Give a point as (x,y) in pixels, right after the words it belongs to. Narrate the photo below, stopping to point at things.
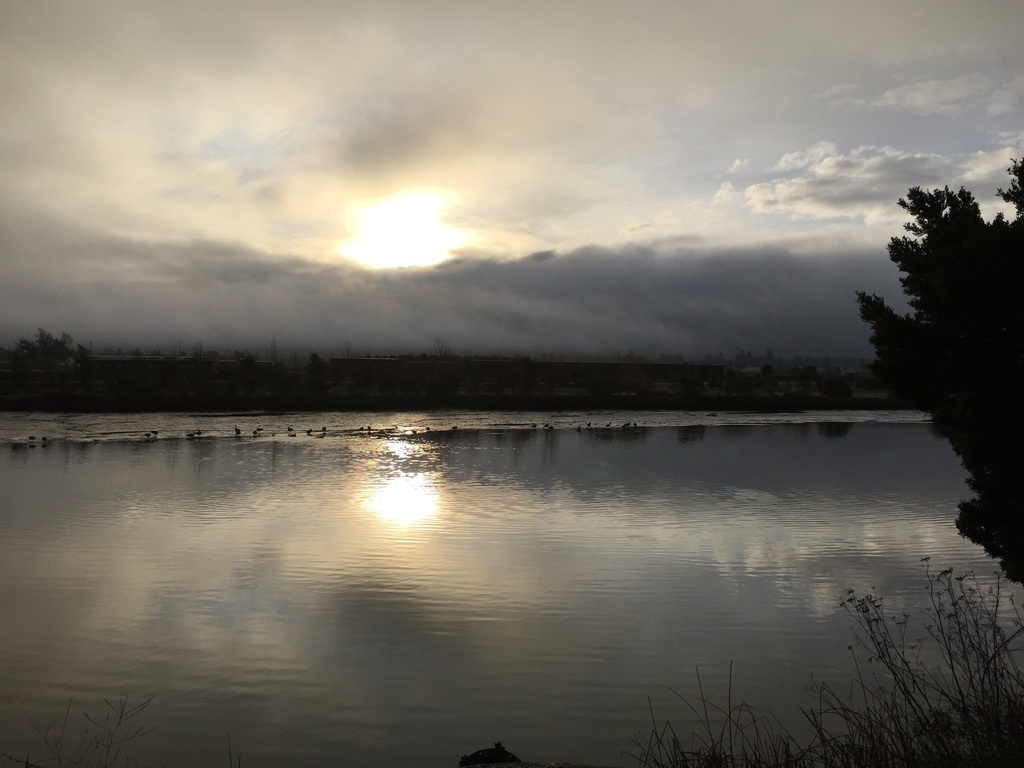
In this image we can see a lake (482,578) with water (480,630), a group of trees (23,374) and sun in the sky (497,251) with clouds (535,268).
